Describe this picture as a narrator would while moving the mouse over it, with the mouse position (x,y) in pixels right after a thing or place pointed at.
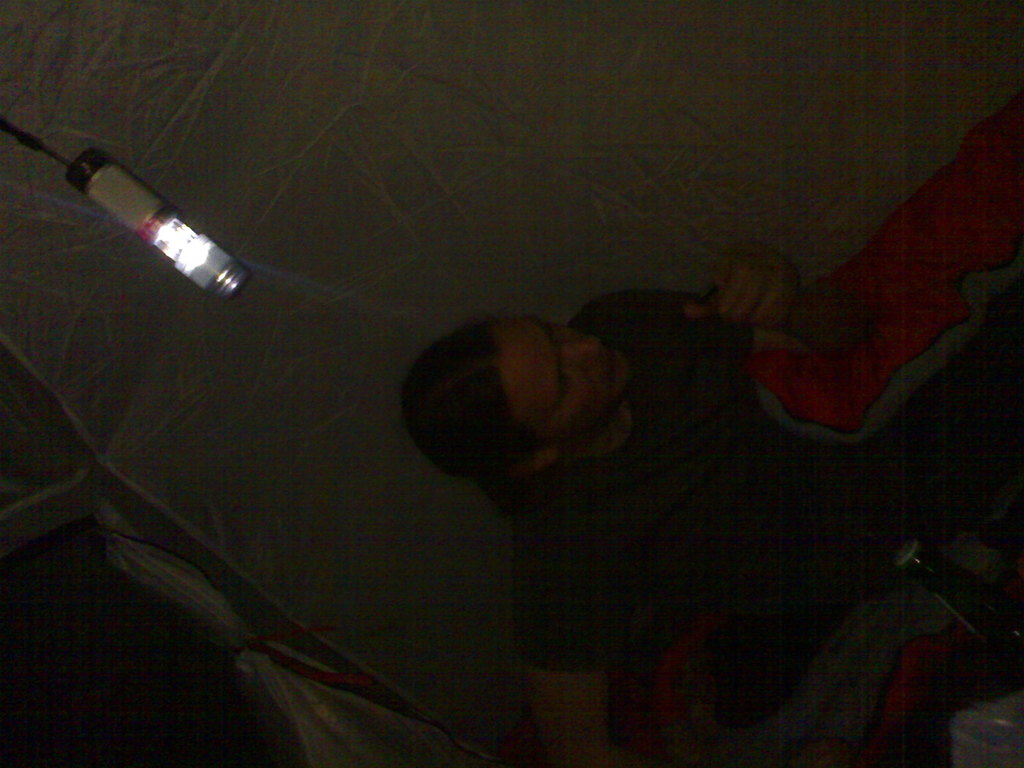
In the image we can see a person (703,480) wearing clothes (751,502). We can even see a bottle (948,589) and light (177,246).
